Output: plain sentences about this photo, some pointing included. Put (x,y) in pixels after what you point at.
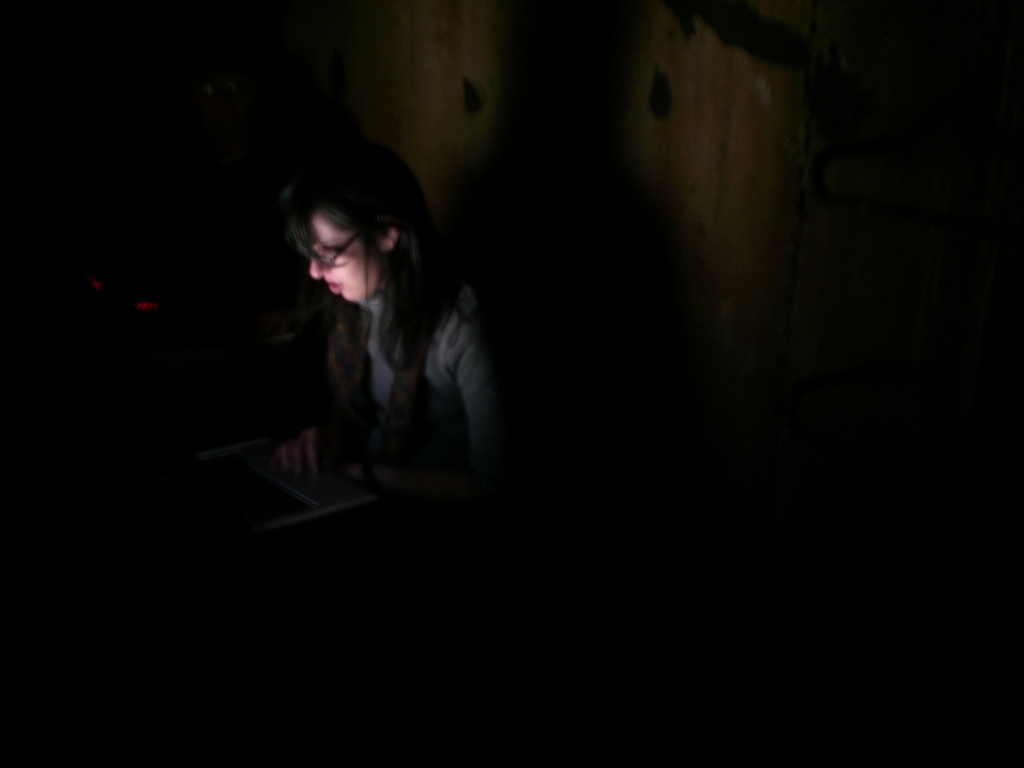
In this image we can see the dark picture of a person (343,413) working on computer (327,477). In the background (509,308), we can see the wall (490,305).
